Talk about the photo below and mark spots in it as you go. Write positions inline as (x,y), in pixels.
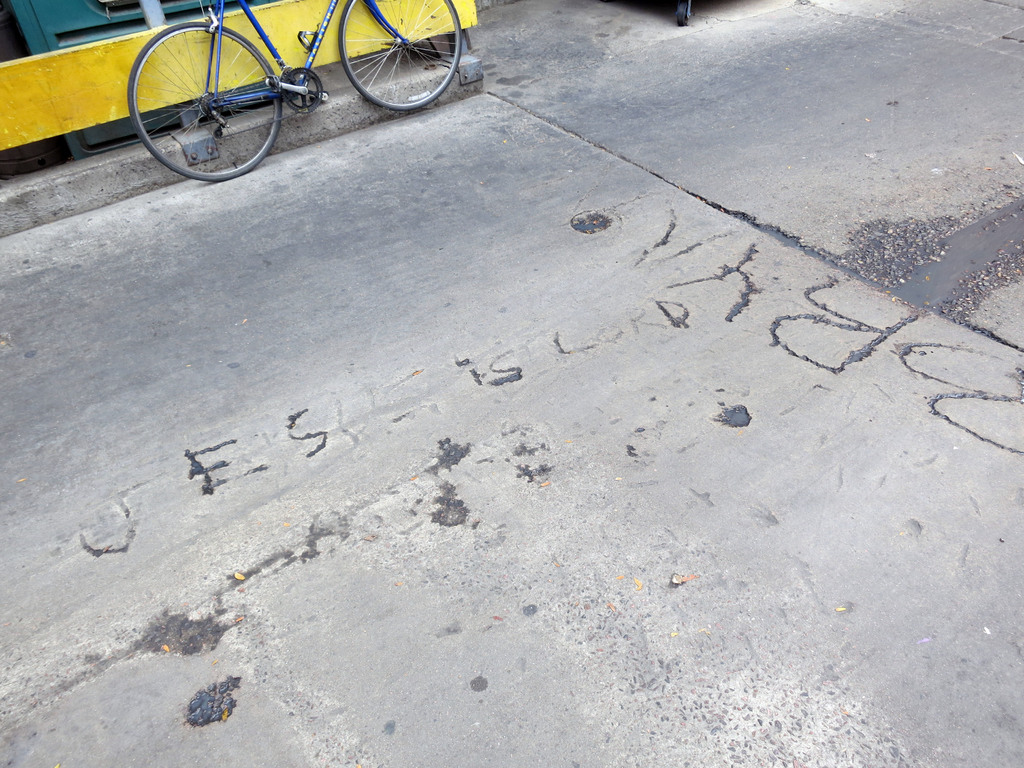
In the picture we can see a path surface (753,709) and besides it, we can see a part of the bicycle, which is parked near the yellow color railing (10,112).
